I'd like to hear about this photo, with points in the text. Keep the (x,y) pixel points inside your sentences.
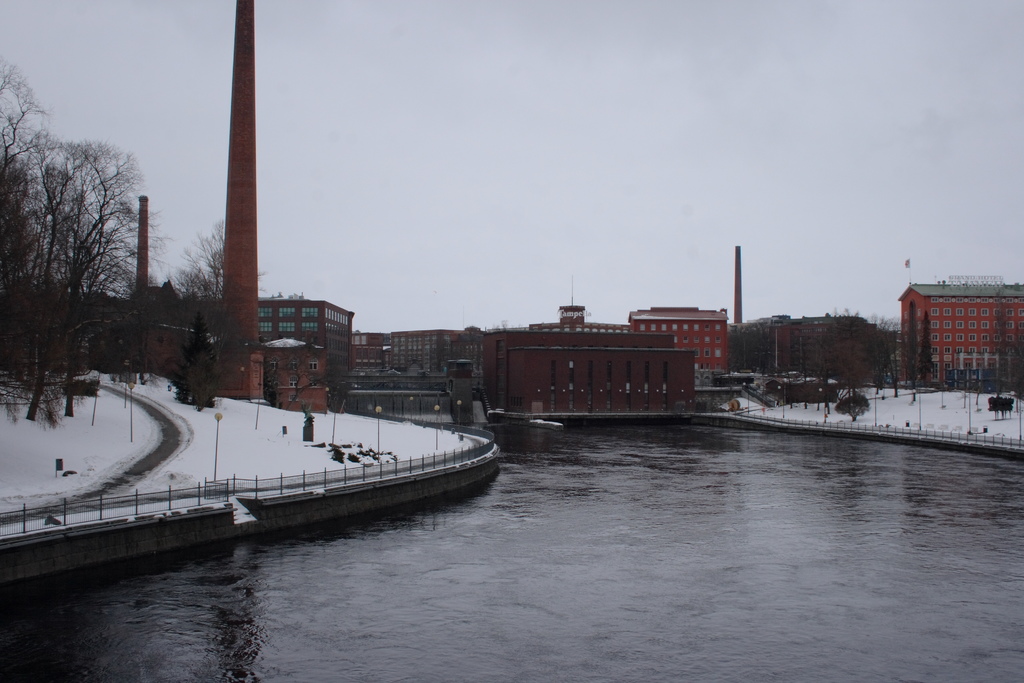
In this image there is a canal (785,510), on either side of the canal (541,525), there is snow (895,426), in the background (11,382) there are trees (90,348), buildings (705,336) and the sky (497,169).
